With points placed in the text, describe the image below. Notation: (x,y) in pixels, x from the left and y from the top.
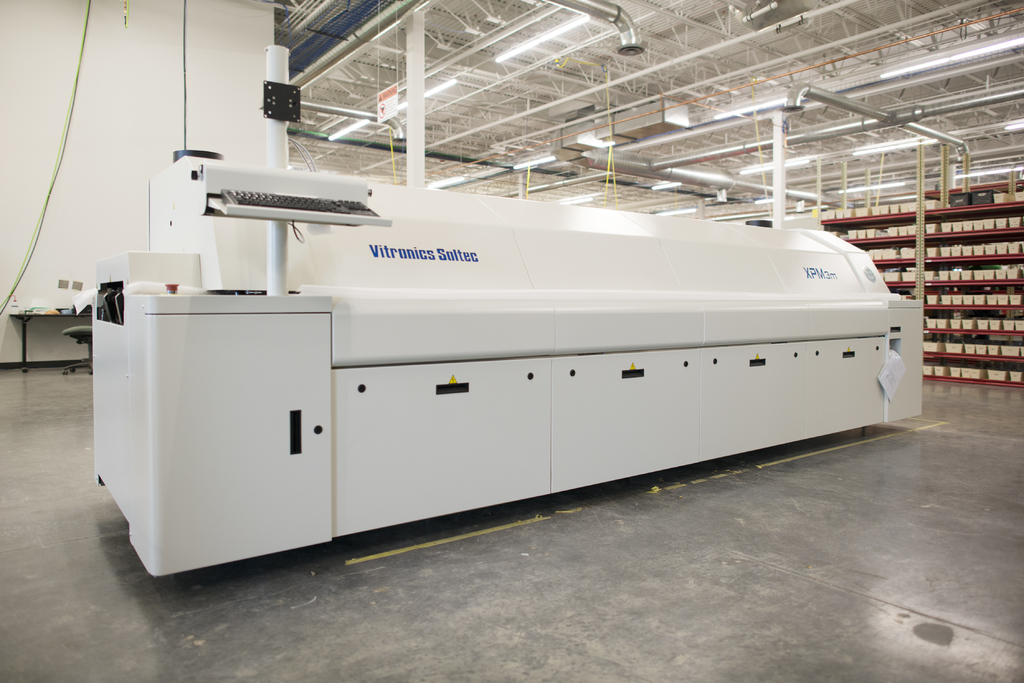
In the picture we can see an inside view of the factory (31,582) with some white color machine (215,268) on it and on it we can see some pipes (284,281) and a keyboard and behind it, we can see a ceiling (858,50) with some poles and iron rods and lights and on the floor (984,607), we can see the racks (902,293) in it we can see some things (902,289) are placed, and in the background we can see a wall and table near it on the floor (165,597).
